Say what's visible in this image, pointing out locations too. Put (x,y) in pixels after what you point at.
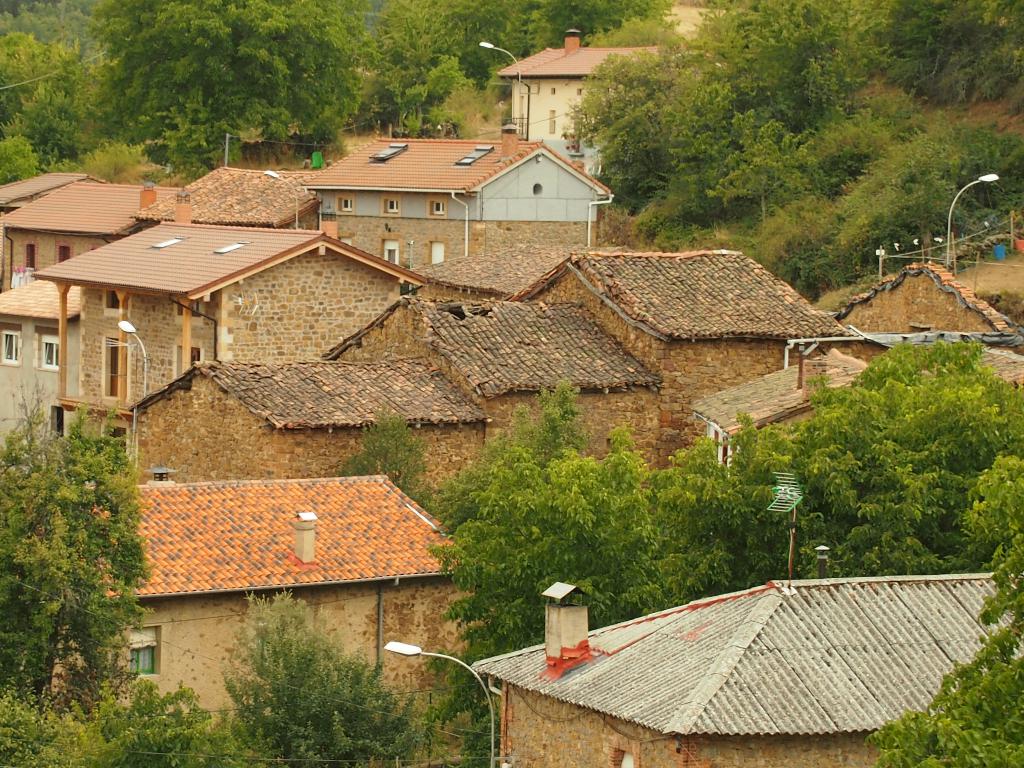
In this image there are so many houses (357,369) and huts (479,353) in the middle (671,278) and there are trees (652,118) in between them. On the right side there is a light pole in the huts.
